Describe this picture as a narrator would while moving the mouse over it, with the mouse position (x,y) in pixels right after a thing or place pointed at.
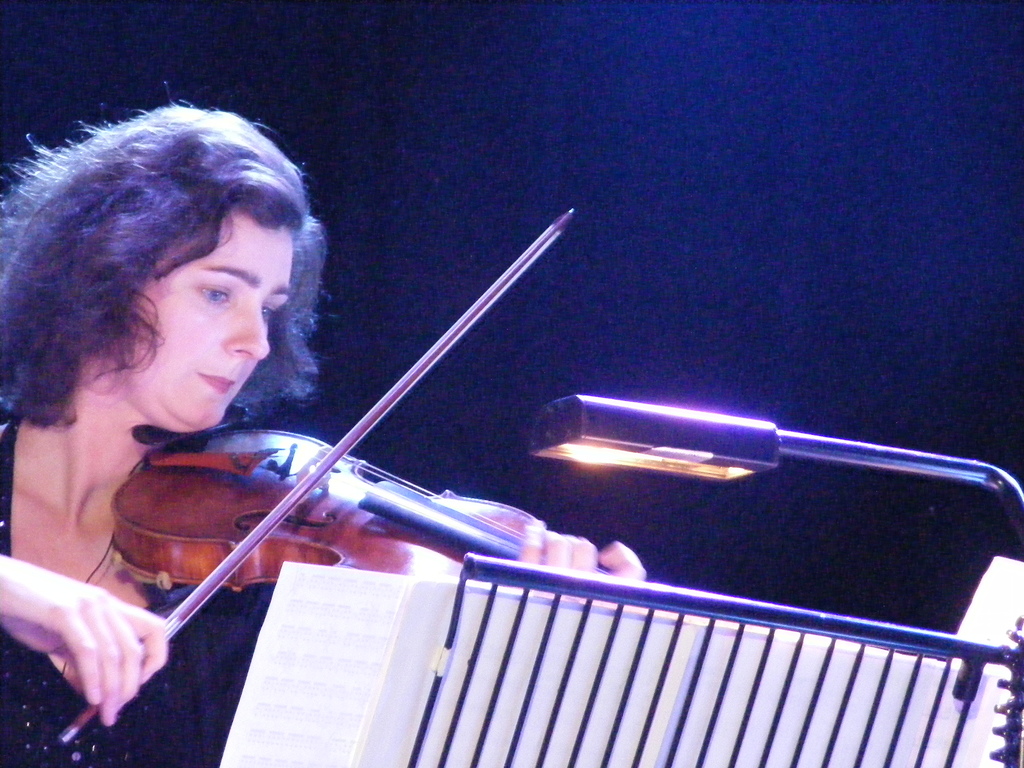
In this image I can see a woman (61,374) is holding a musical instrument (279,545), here I can see a lamp (547,457) and a stand (624,595).
